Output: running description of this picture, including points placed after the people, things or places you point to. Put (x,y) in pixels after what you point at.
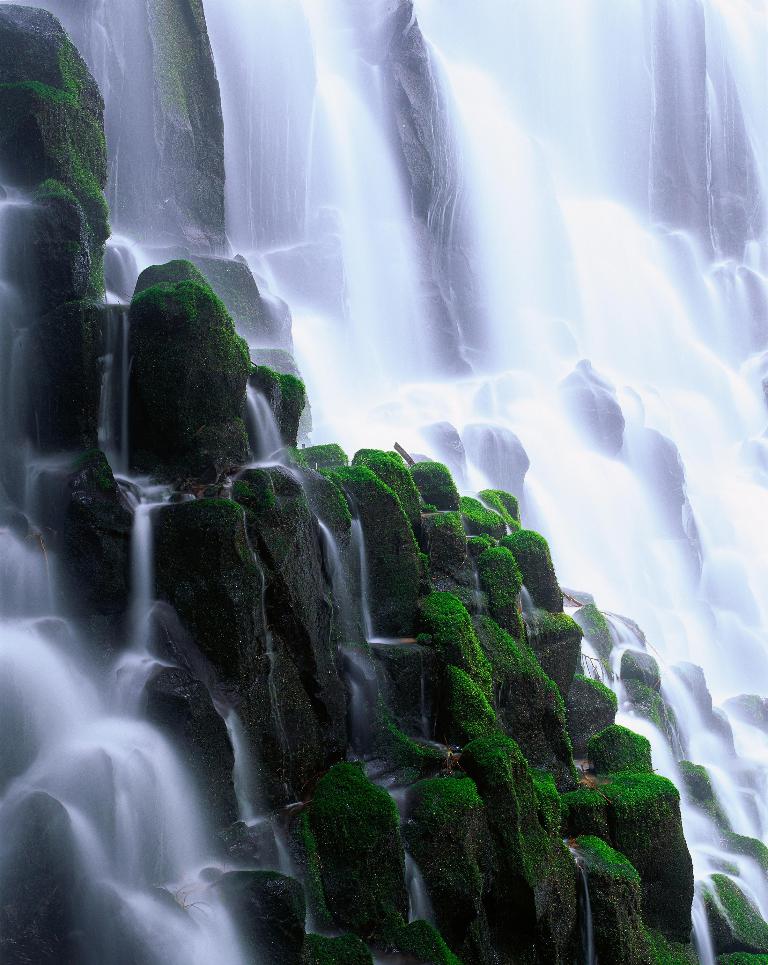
In this image I can see on the right side (589,555) it is the waterfall (489,200). In the middle (323,499) it looks the moss (232,418).
